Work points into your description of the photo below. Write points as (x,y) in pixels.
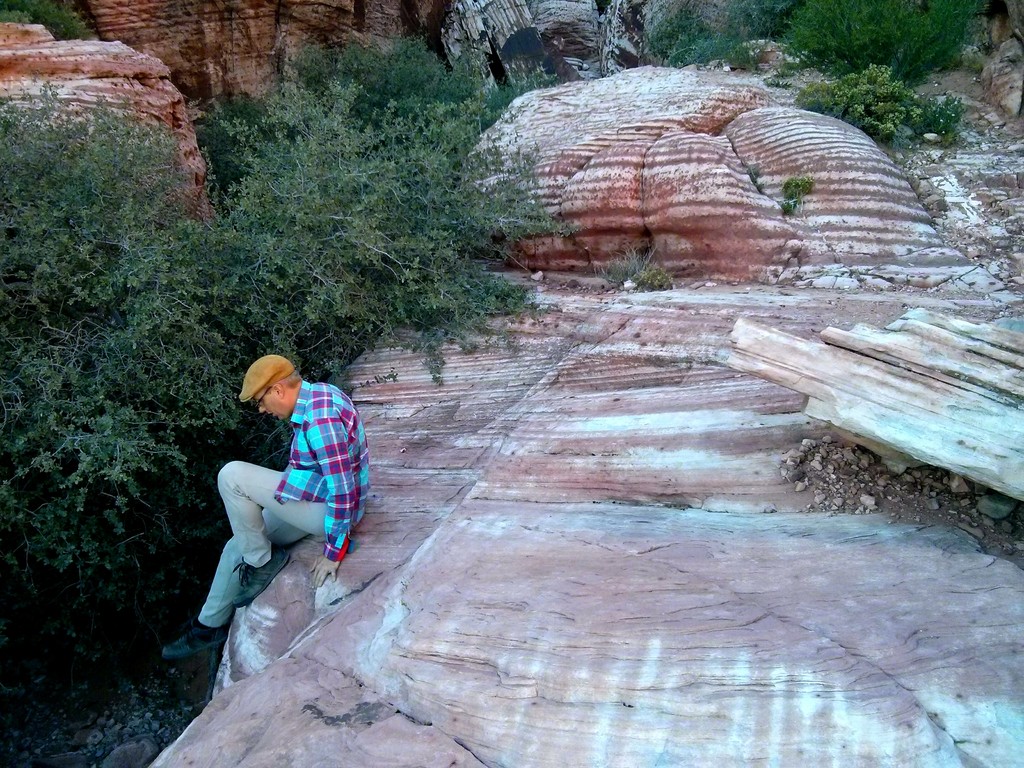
In this image we can see a person (306,516) on the rock (584,442) and there are few trees (276,205) and plants (887,84) near the rocks (822,364).
